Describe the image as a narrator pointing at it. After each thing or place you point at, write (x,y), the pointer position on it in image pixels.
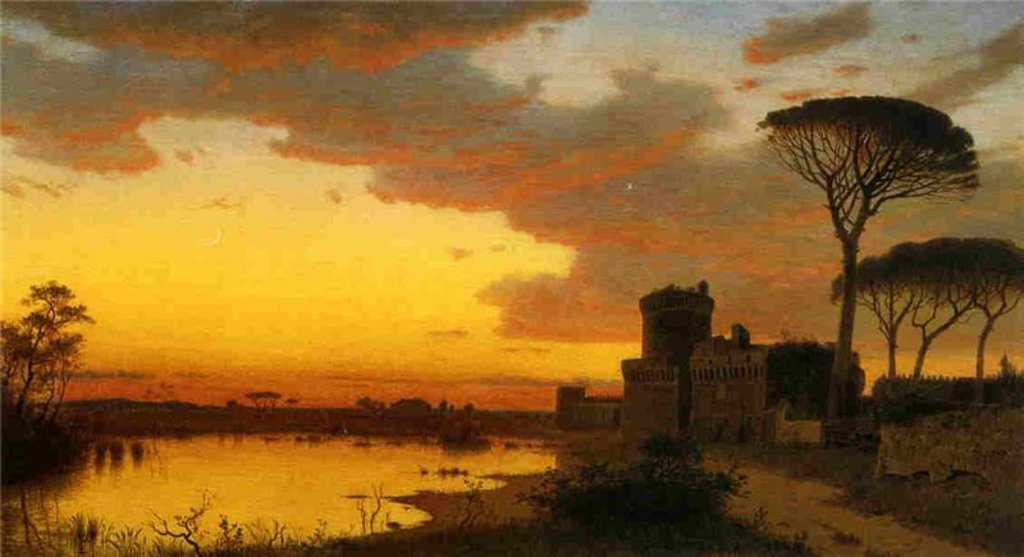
In this image we can see the house (708,312) on the right side (790,345). Here we can see the trees (63,285) on the left side (12,365) and the right side (799,400) as well. Here we can see the pond (356,450). This is a sky (432,216) with clouds (506,165).
